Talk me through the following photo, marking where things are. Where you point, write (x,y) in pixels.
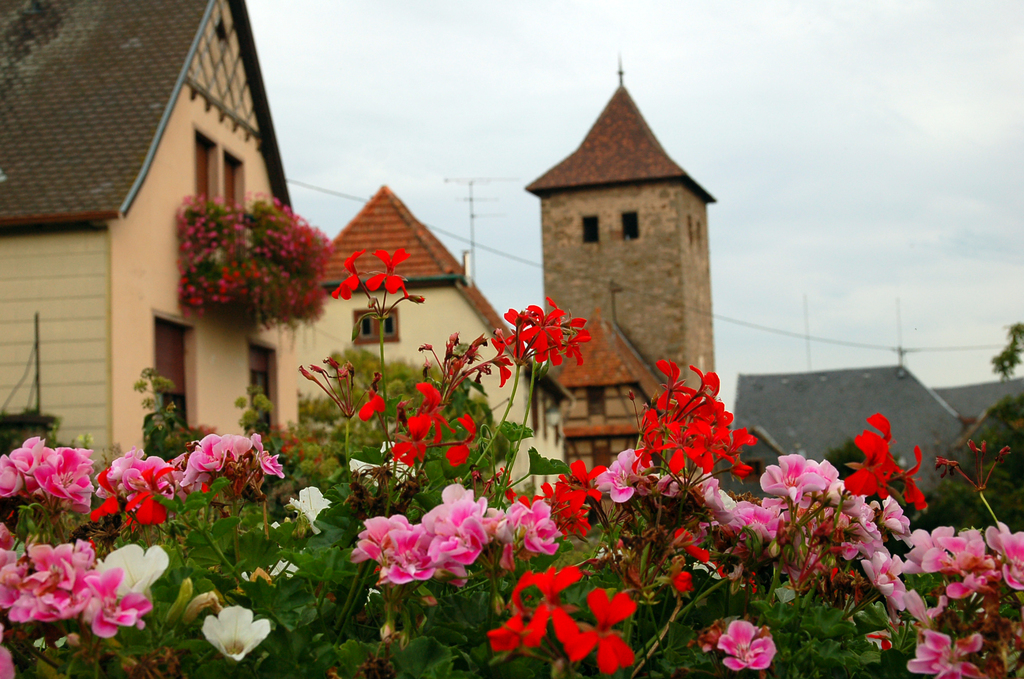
In this image, we can see flowers (119,584) and plants (527,624). Background (1021,506) we can see few houses (136,345), walls (118,440), windows (178,393), doors (187,407), trees (1017,462), wires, antenna (473,208) and sky (526,129).
